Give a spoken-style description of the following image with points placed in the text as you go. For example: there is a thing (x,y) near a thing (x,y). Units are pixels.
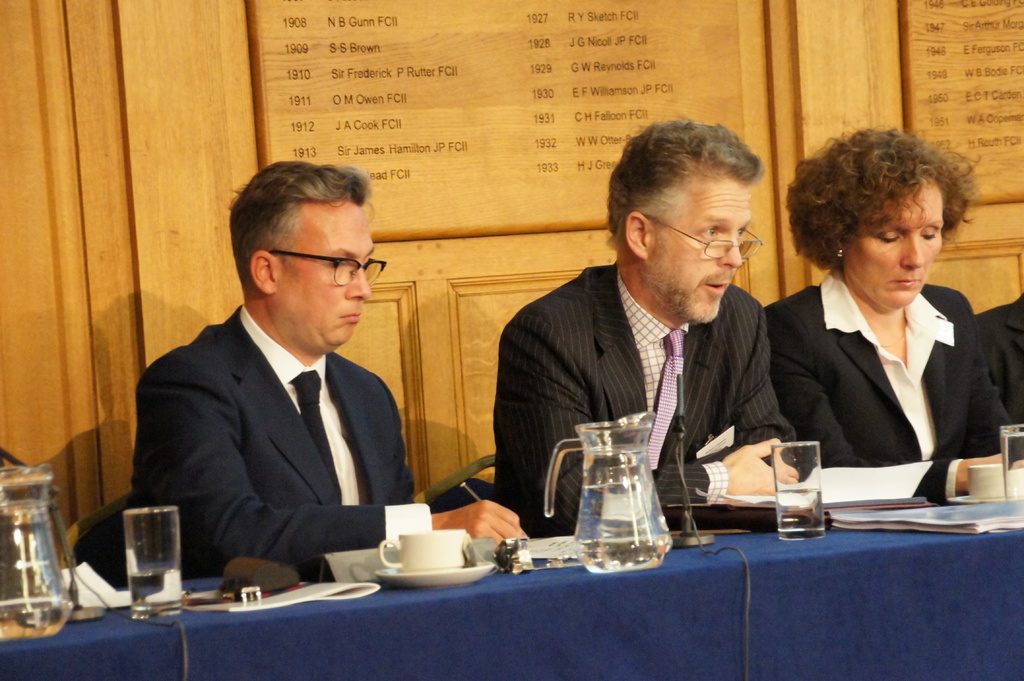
In this image in front (597,622) there is a table (583,633) which is covered with a blue colour cloth (675,606). On the table (550,604) there are glasses (1015,495), cups (428,553), papers (851,520) and there are jars (36,587). In the center (350,336) there are persons (296,359) sitting on the chair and in the background (446,200) there is a wall (823,118) and on the wall (834,102) there are frames (535,107) with some text (574,89) and numbers (553,89) written on it.
